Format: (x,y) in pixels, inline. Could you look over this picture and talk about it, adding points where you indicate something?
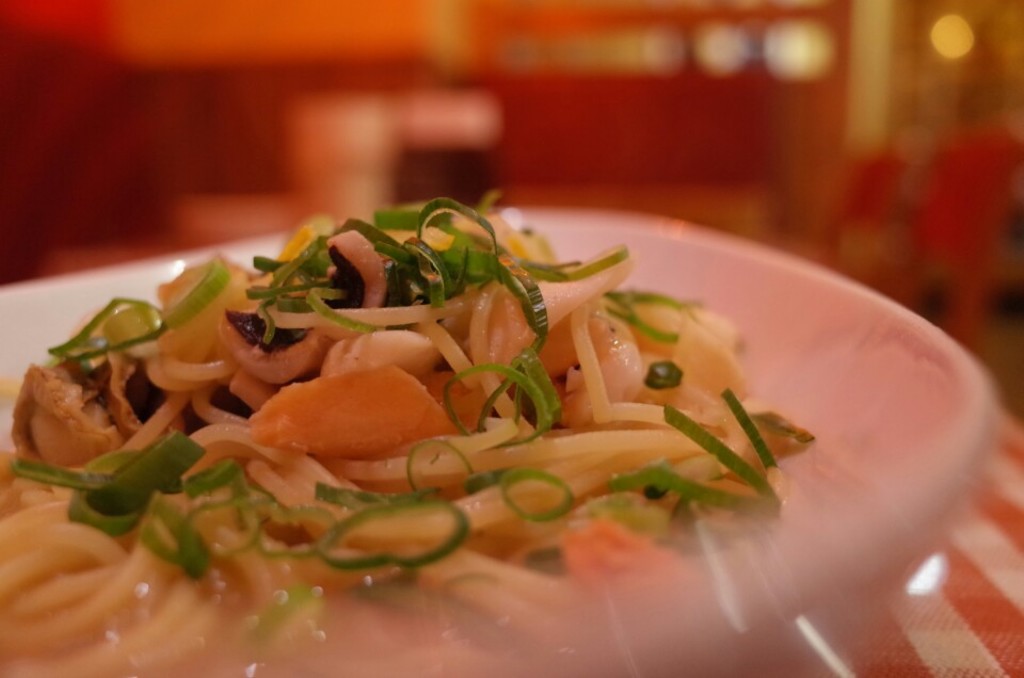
In this picture there is a food (683,366) on the plate (822,472). At the bottom (1000,553) there is a table (956,619) which is covered with red and white check cloth (970,589). At the back (1015,193) there are chairs (997,188) and the image is blurry.
